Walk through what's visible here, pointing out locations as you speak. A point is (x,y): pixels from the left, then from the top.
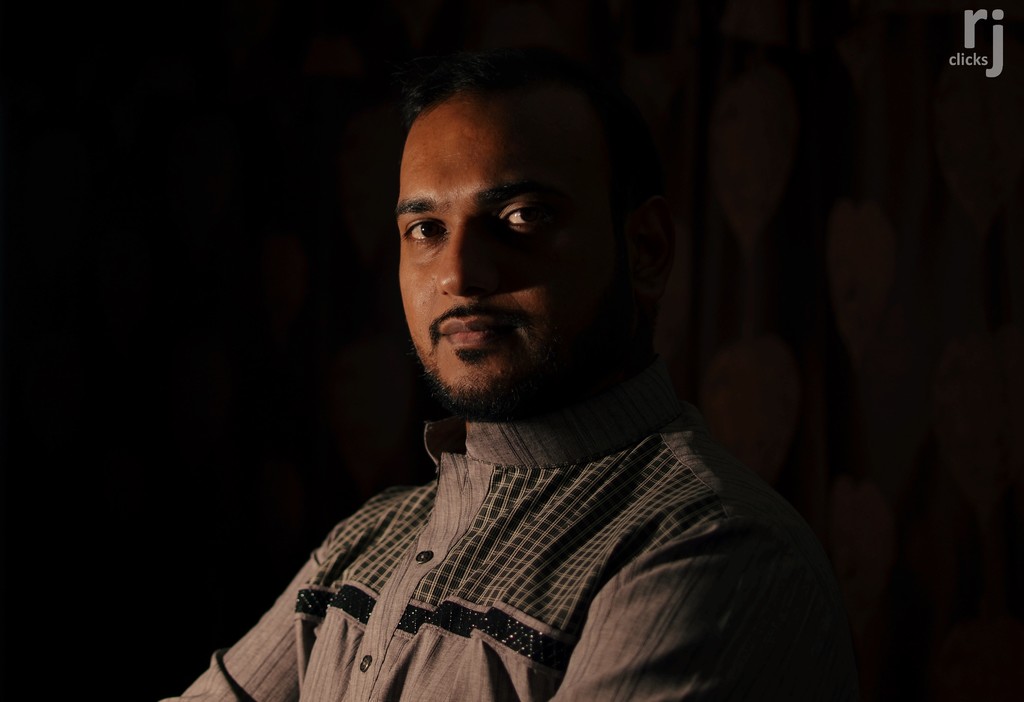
In this image we can see a person (636,518) wearing shirt (334,671) is here. The background of the image (882,41) is dark. Here we can see the watermark (980,56) at the top right side of the image (958,56).
